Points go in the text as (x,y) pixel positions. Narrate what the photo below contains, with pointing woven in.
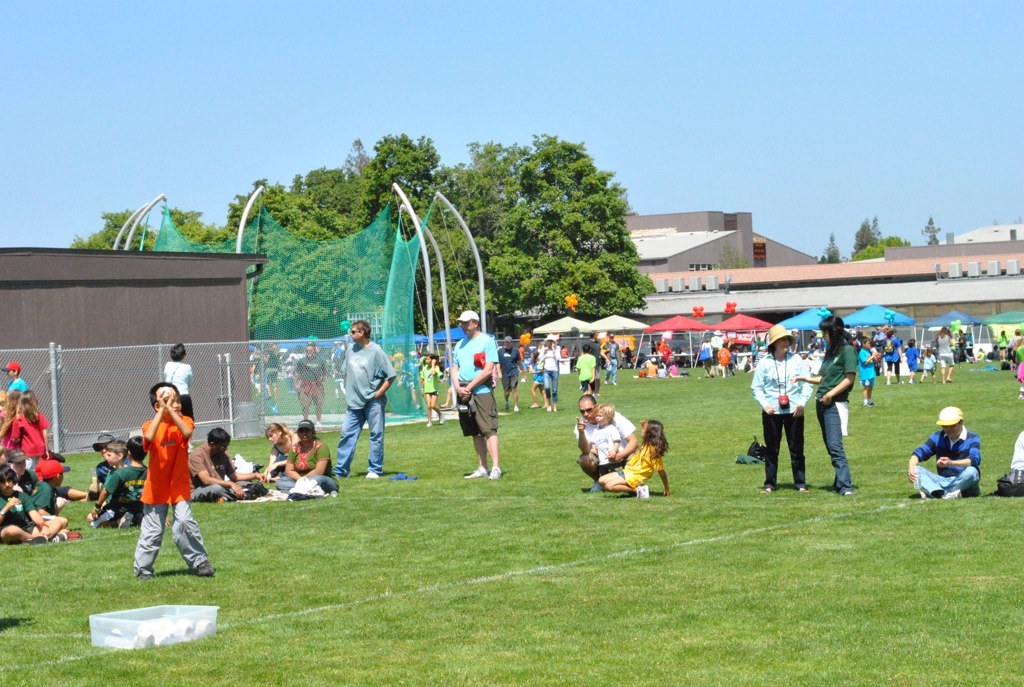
In this image, we can see the ground (379,572) covered with grass (232,574) and some objects (116,611). There are a few people (185,455). We can see the fence (125,364) and some net (298,317). We can see some umbrellas (682,329). There are a few balloons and buildings (717,225). There are a few trees (520,301). We can see the sky (788,188). We can see some poles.
